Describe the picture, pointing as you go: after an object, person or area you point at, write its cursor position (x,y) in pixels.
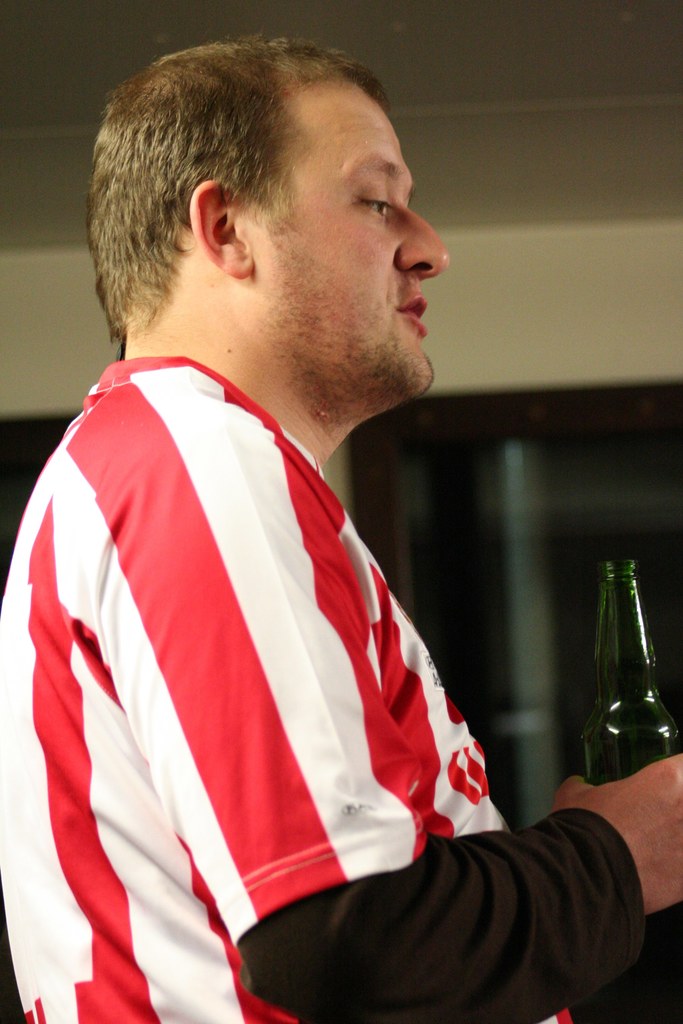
In this image I can see a man (127,667) is holding a bottle (627,643) in his hand (591,805).
